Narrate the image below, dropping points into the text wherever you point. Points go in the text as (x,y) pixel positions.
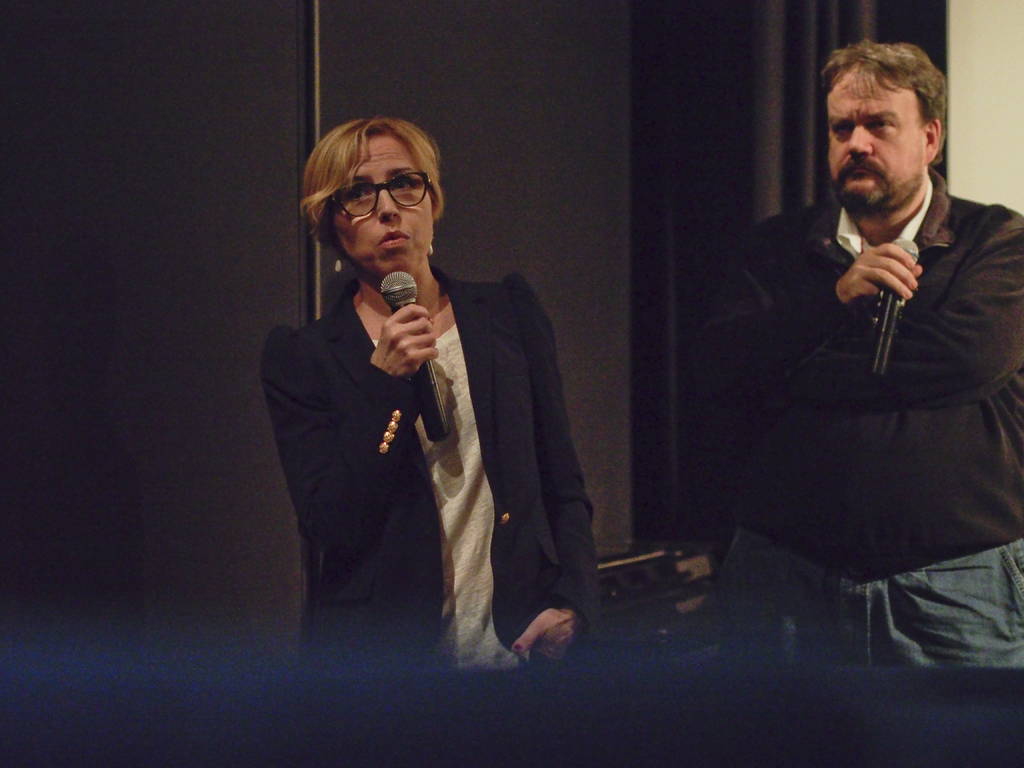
2 people (431,445) are standing and holding microphones (398,293) in their hands (891,278). the person (508,398) at the left (330,625) is wearing a black blazer (520,534), the person (948,470) at the right (979,441) is wearing a black shirt (916,441). behind them there is a black curtain (724,157).
